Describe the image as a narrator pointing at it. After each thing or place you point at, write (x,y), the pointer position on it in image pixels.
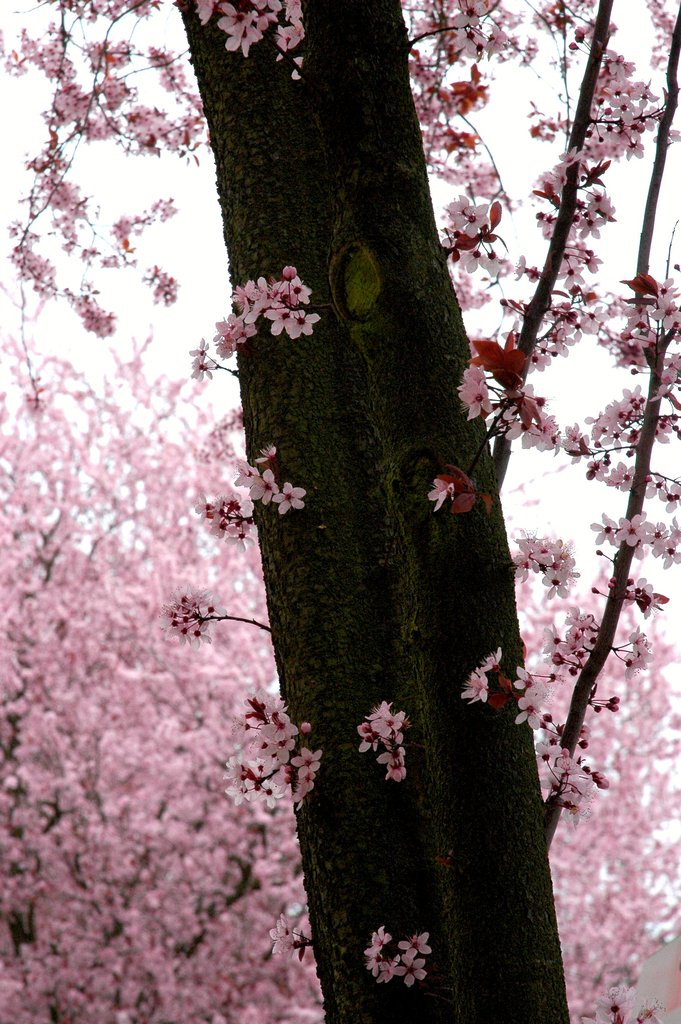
In this image we can see some cherry blossom trees (252,833) with full of pink flowers (651,607) and at the top (530,119) there is the sky (196,303).
